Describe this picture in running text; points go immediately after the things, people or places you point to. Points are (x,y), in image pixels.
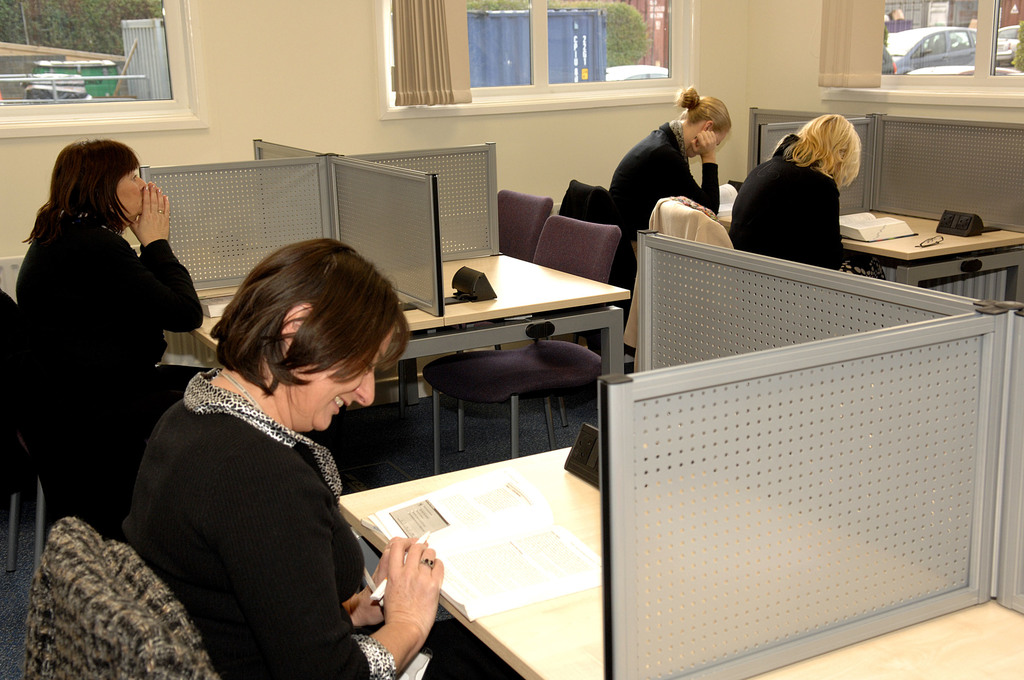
This picture shows few people (403,639) seated on the chairs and reading books (866,235).
